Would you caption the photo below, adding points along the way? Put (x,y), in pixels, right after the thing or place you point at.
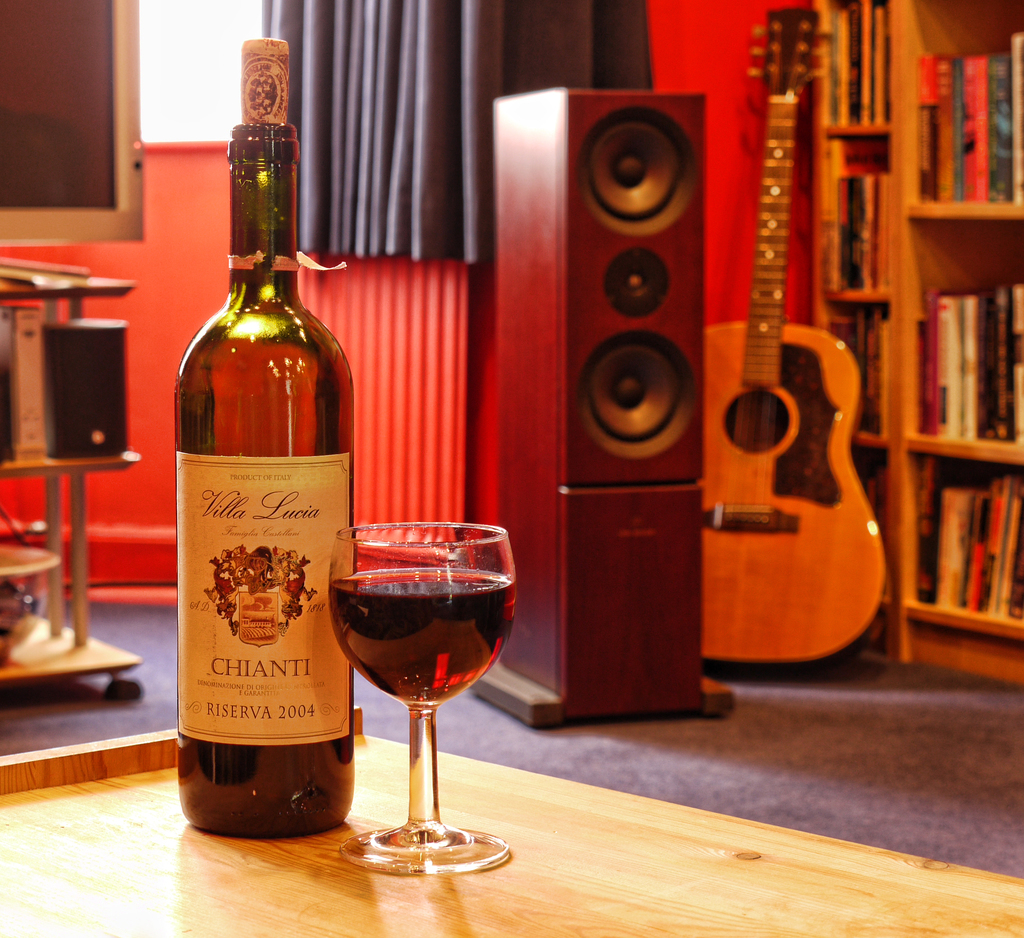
on a wooden table (288,845) there is a glass bottle (306,627) and a glass (423,633). behind that there is a speaker (621,383), guitar (764,392) and a bookshelf (954,266) at the right (950,247). at left (133,288) there is another table (72,287), a screen (90,151) and curtains (356,68) at the back (374,89).
